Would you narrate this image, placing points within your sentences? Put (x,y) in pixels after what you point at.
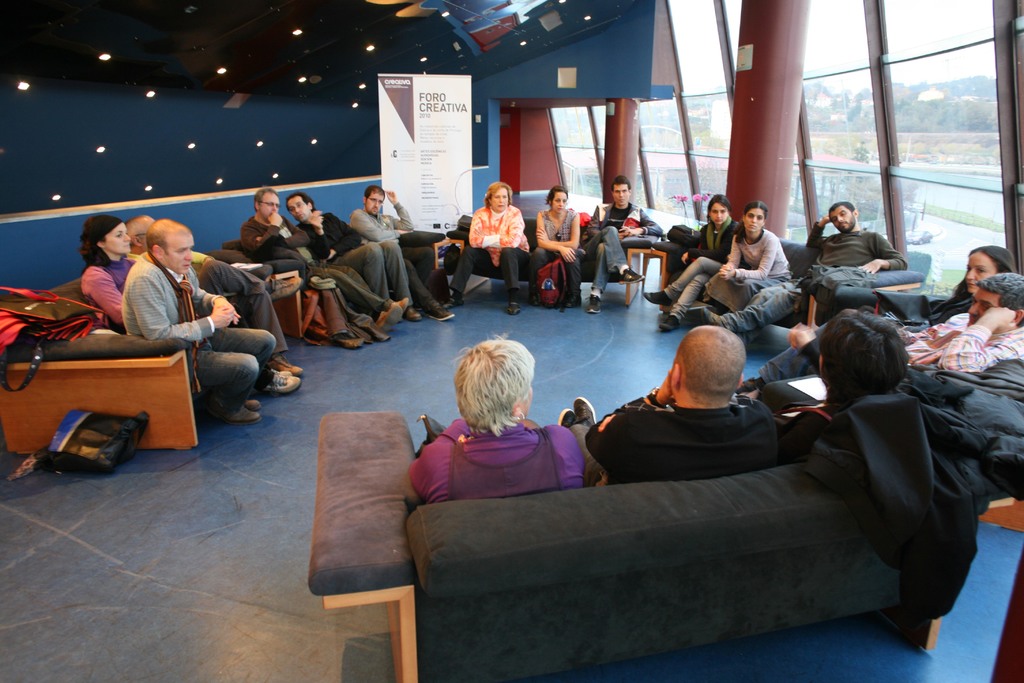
This is an inside view. Here I can see many people (435,307) are sitting on the couches (606,547) and there are few bags (81,449). At the back of these people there is a board (419,143) on which I can see some text (425,150). In the background (221,71) there are many lights (218,72). On the right side (796,76) there are two pillars (762,98) and a glass (871,136) through which we can see the outside view. In the outside there are many trees (901,103) and also I can see the sky (924,25).
